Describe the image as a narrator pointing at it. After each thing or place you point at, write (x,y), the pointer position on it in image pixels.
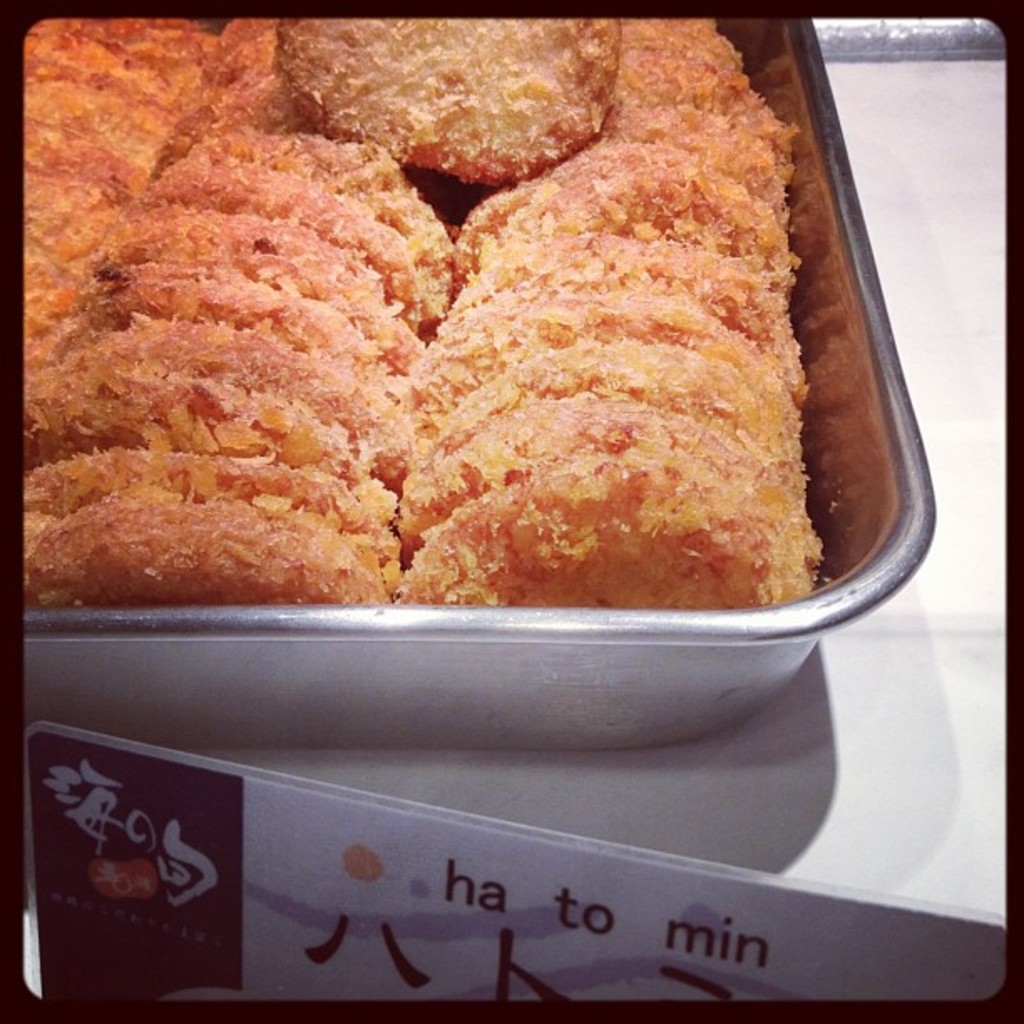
In this image in the center (356,664) there is one plate (823,601), in that plate (196,648) there are some food items (506,501). At the bottom (374,925) there is one board (543,908), on the board (371,924) there is some text (596,921).
